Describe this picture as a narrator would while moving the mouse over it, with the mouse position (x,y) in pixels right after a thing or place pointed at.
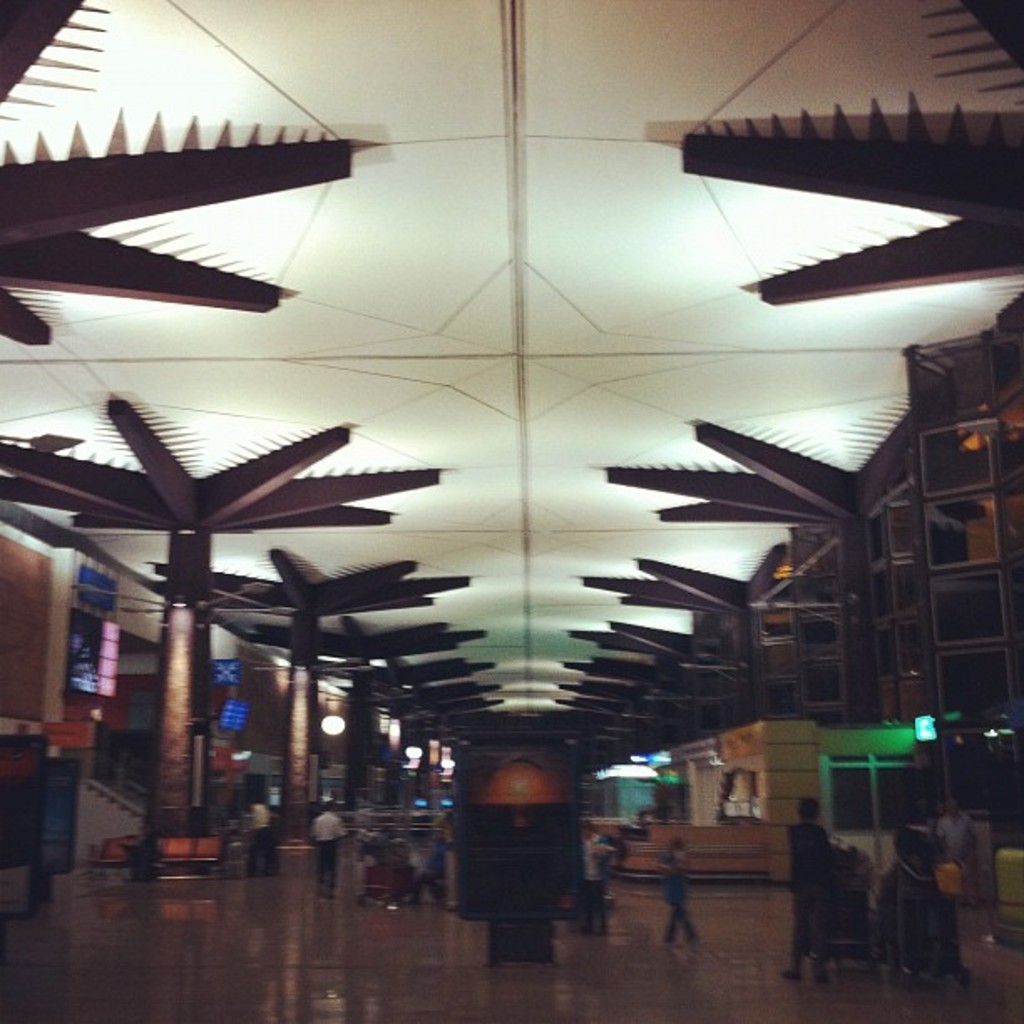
In this image we can see people (815,804) are walking on the floor (133,919). In the background (183,787), we can see boards (60,846), pillars (190,771), lights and a different ceiling design (457,174).
